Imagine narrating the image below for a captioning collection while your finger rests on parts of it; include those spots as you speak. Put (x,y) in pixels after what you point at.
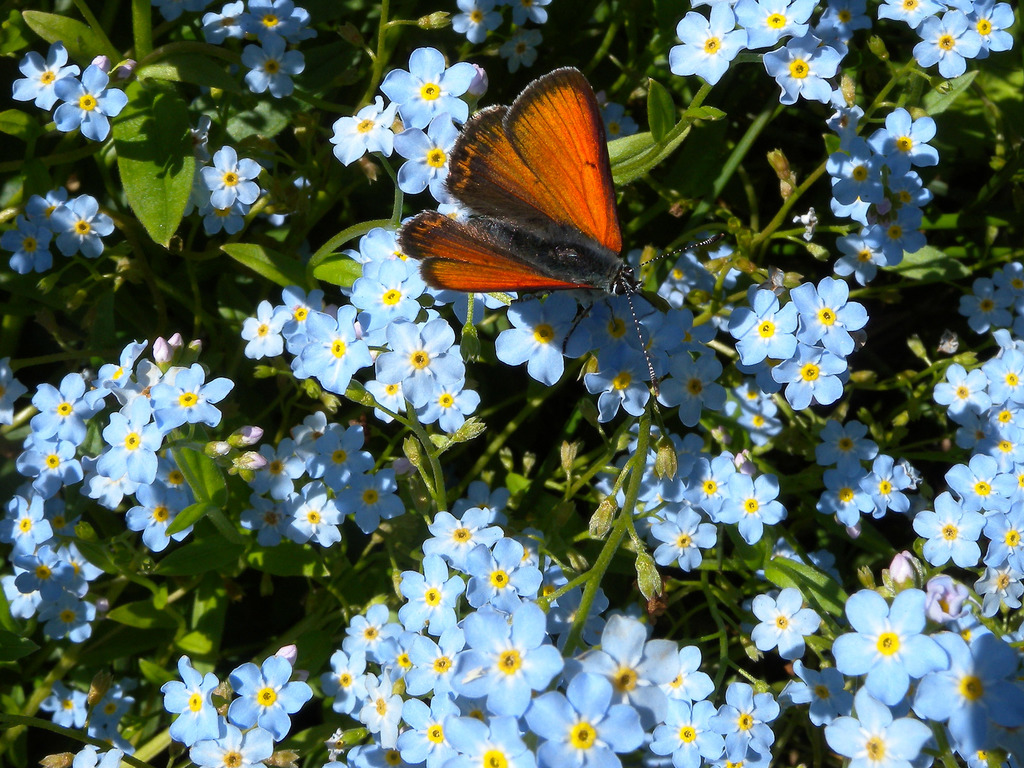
There are blue color flowers (305,364) and leaves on stems (629,470). Also there is a butterfly (481,242) on the flowers (548,323).
